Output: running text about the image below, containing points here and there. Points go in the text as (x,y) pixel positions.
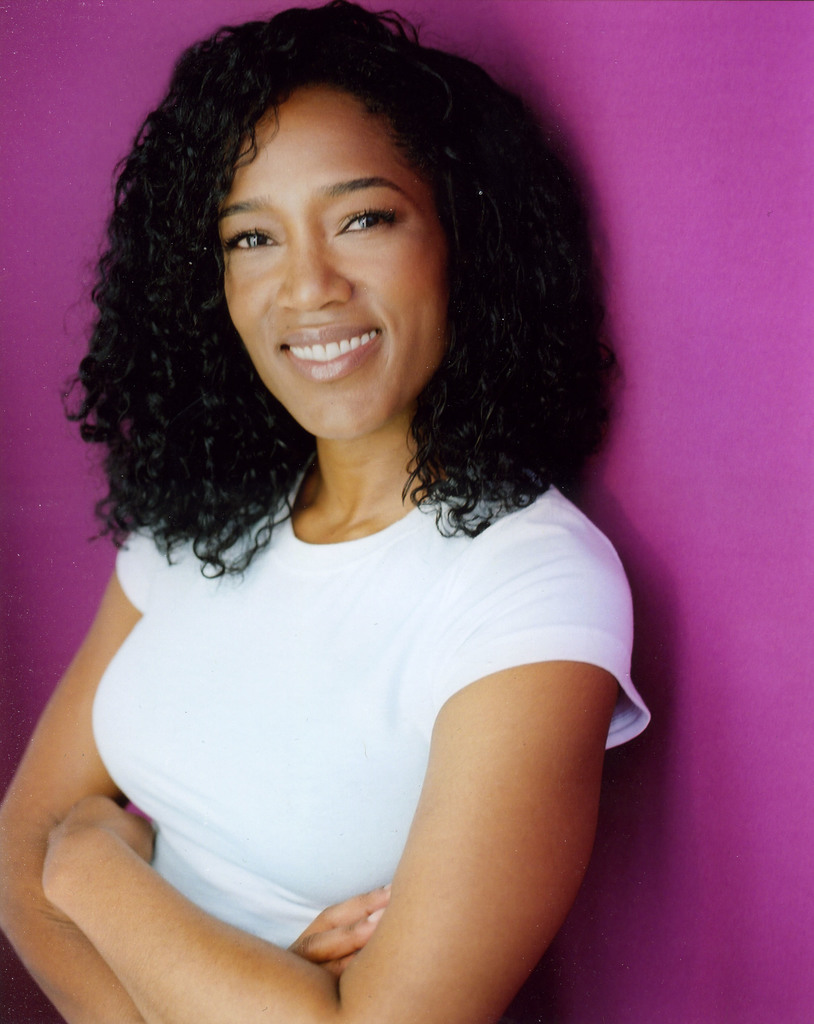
There is one woman (262,535) standing and wearing a white color t shirt (372,679) as we can see in the middle of this image (293,549), and there is a wall (677,77) in the background (619,205).
